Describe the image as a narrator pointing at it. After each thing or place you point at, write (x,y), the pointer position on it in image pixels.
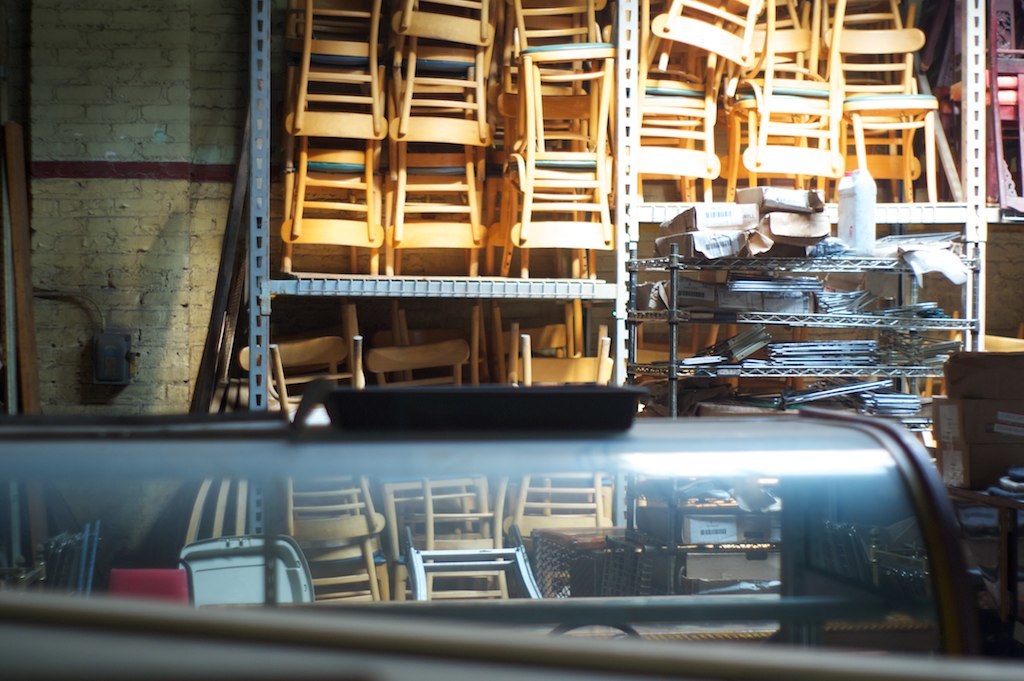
These are the wooden chairs (519,223), which are arranged in the rack (267,302). I can see few objects (737,285) placed in another rack (885,374). This looks like a glass object (802,572). Here is the wall (140,202).
